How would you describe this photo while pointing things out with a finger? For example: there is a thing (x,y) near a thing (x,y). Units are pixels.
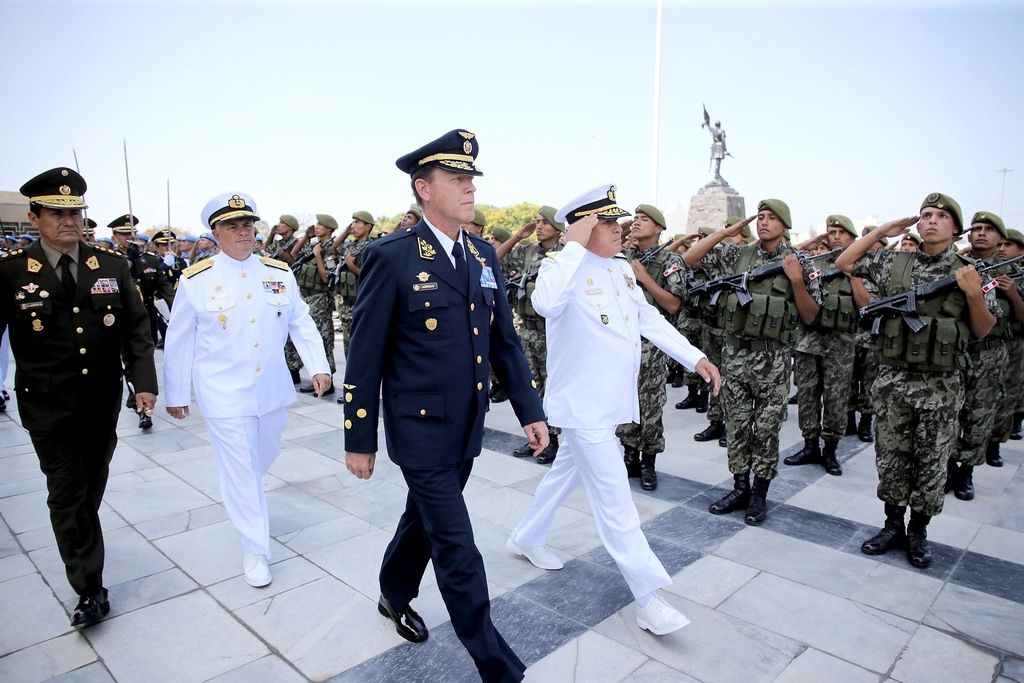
As we can see in the image there are group of people (977,341). Few of them are walking, few of them are wearing army dresses (775,288) and holding guns (652,253). In the background (730,194) there is a statue (720,146) and trees (494,215). At the top (475,132) there is sky (295,79).
